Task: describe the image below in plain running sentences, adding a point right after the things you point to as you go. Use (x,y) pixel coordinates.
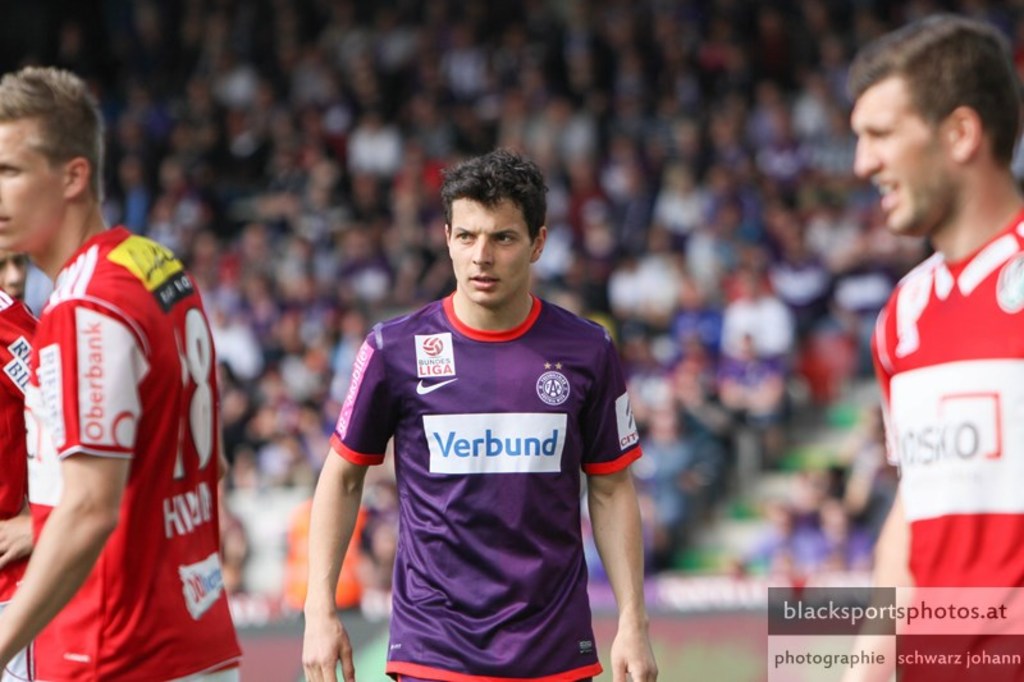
In this picture there is a man (455,511) who is wearing purple color t-shirt (451,621). Beside him I can see other players (37,376) who are wearing red color t-shirt (152,499). In the background (597,109) I can see the audience (782,230) on the stadium (732,520). In the bottom right corner (983,598) there is a watermark (824,609).
